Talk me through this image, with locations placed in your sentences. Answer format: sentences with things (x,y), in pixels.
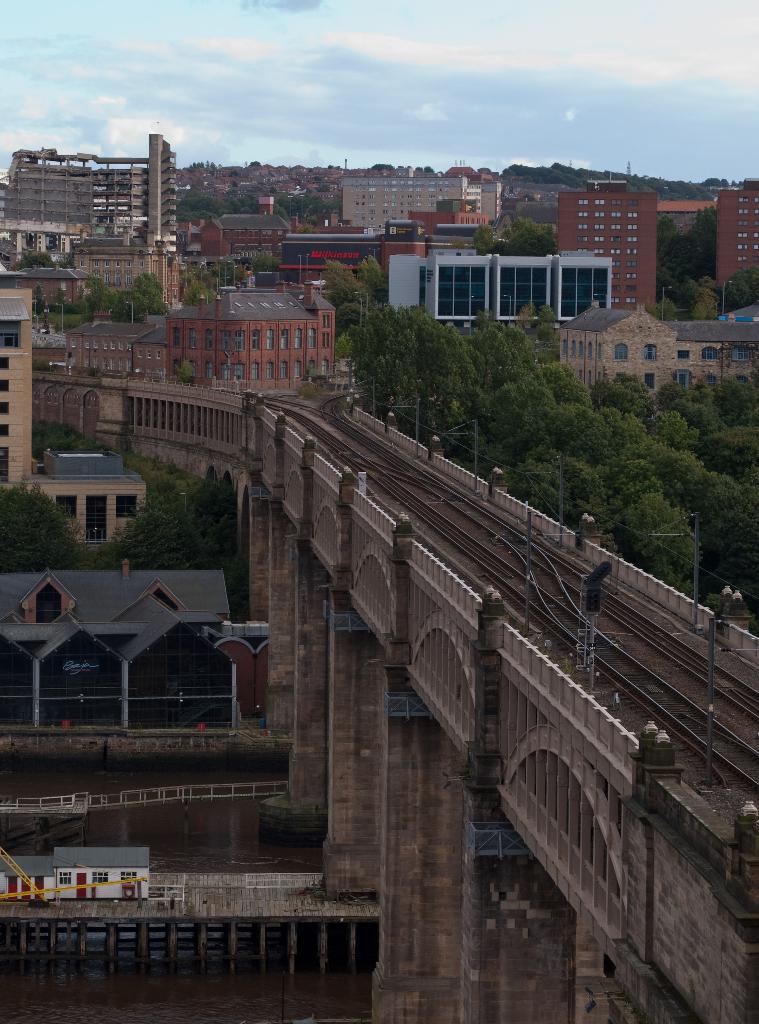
In this picture we can observe a railway bridge (365,654). There are some trees (451,390) and buildings (273,297). In the background (346,134) there is a sky (380,95) with some clouds (320,101).
